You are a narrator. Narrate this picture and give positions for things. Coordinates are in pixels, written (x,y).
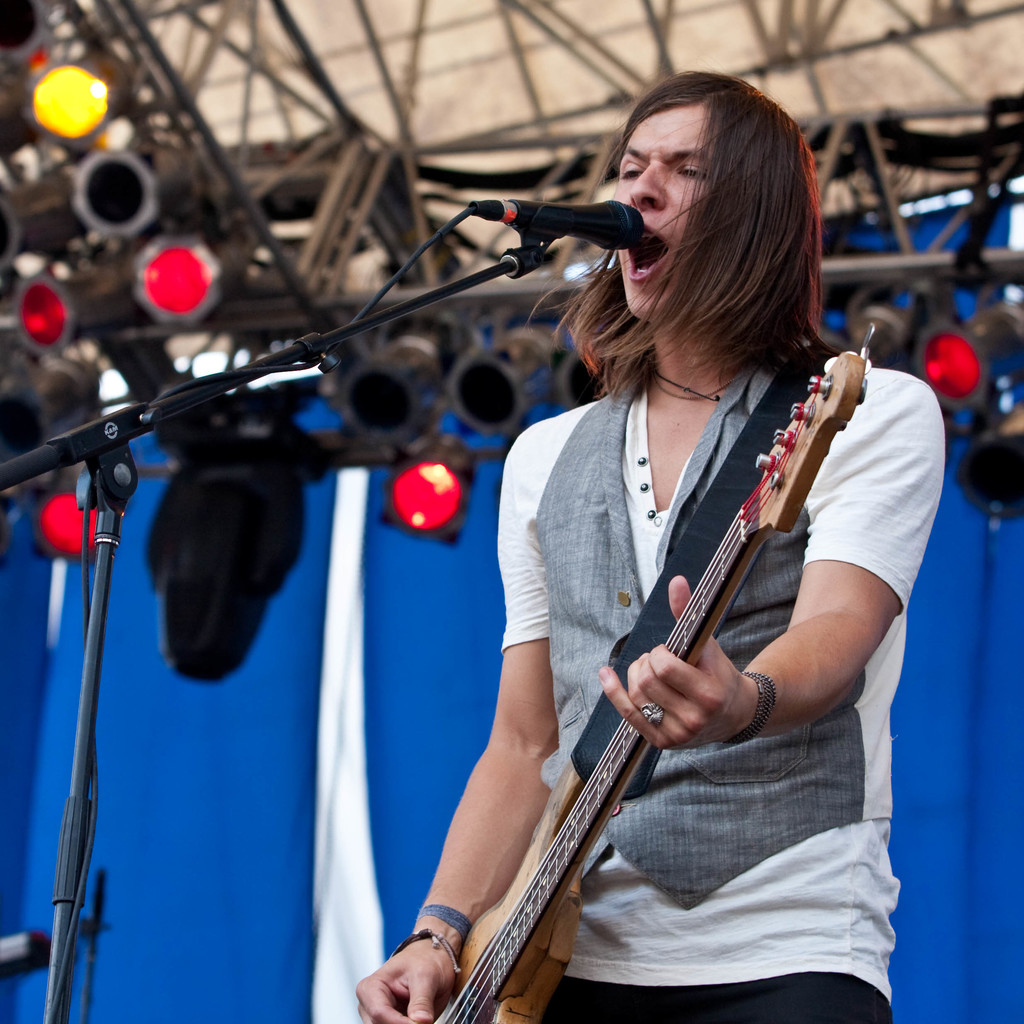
This picture is clicked in a musical concert. here, we see man (849,583) wearing white t-shirt (851,531) and grey jacket (720,822) is holding a guitar (631,763) in his hands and he is playing it. In front of him, we see a microphone (608,236) and he is even singing song on microphone (581,220). Behind him, we see a sheet (415,659) which is blue in color.
